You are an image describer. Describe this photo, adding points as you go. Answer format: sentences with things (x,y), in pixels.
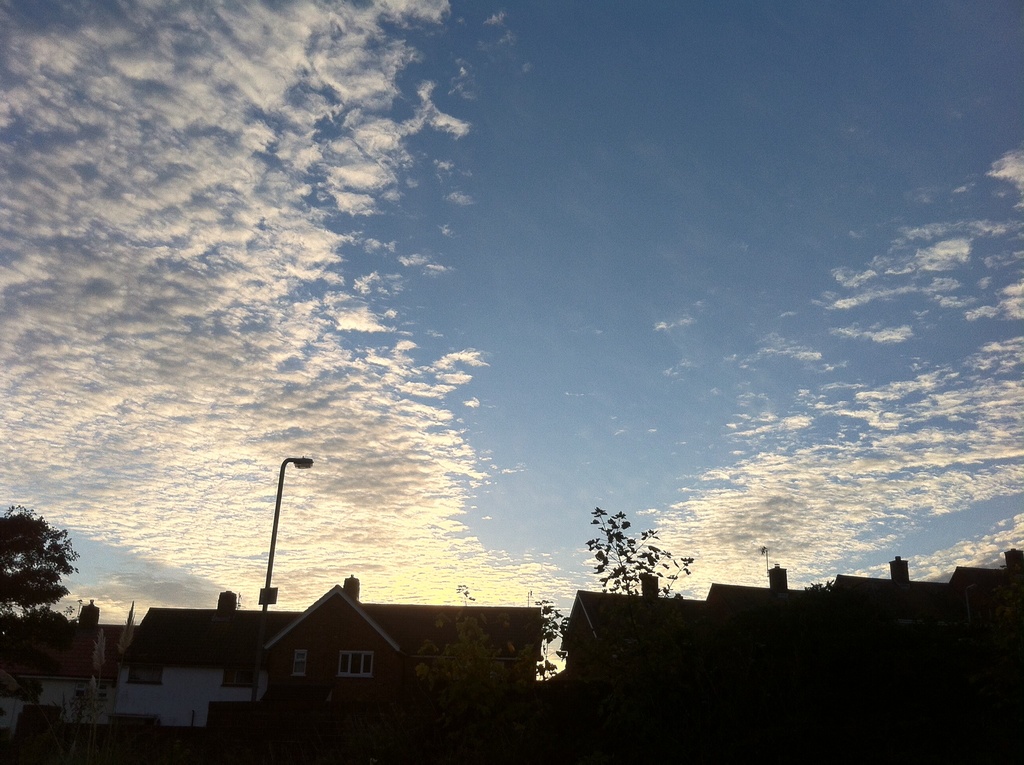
In this image there are buildings (381,671), a street light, trees (588,681) and in the background (560,218) there is the sky (501,397).
